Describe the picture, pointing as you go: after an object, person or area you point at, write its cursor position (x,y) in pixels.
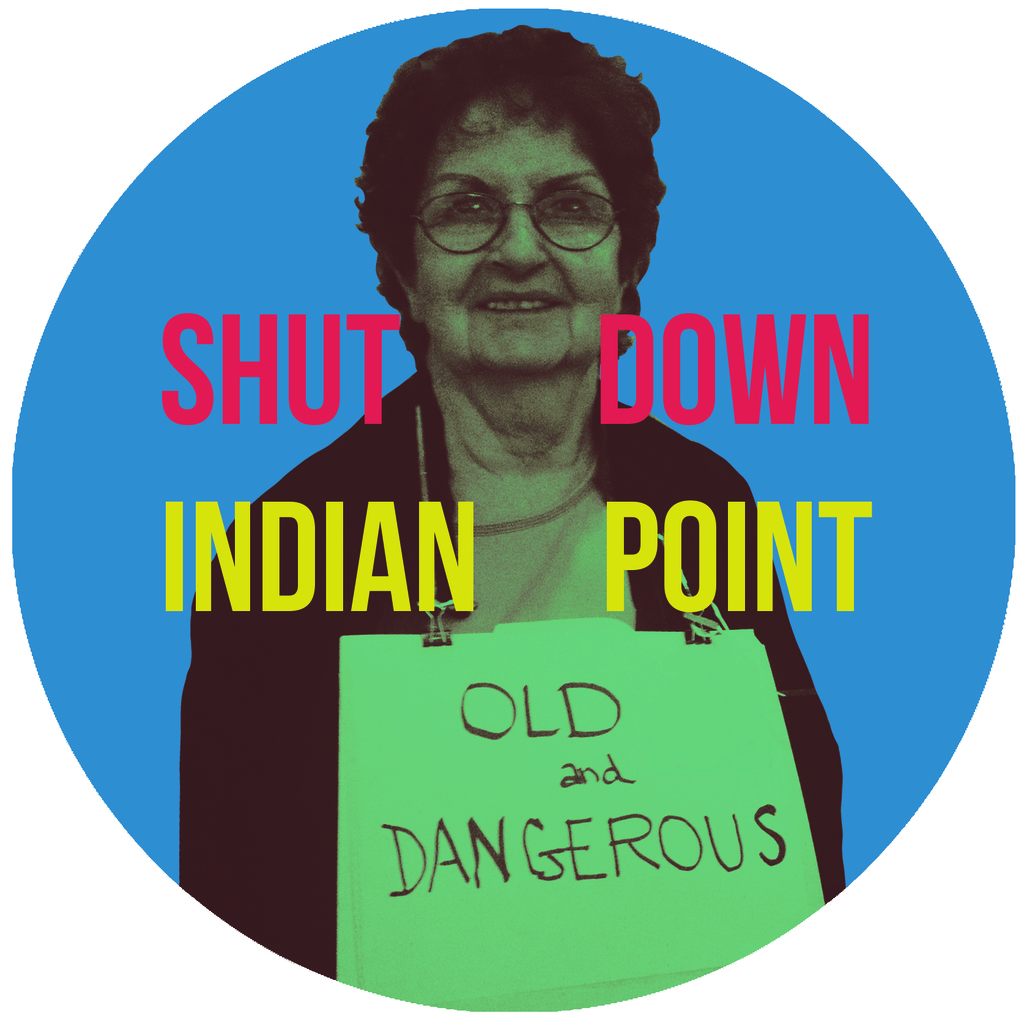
In this picture there is a poster (898,402). In the center of the picture (472,483) there is a woman (333,830) wearing a placard (491,763). In the center of the picture (378,519) there is text (196,376). The background (211,220) is blue.
